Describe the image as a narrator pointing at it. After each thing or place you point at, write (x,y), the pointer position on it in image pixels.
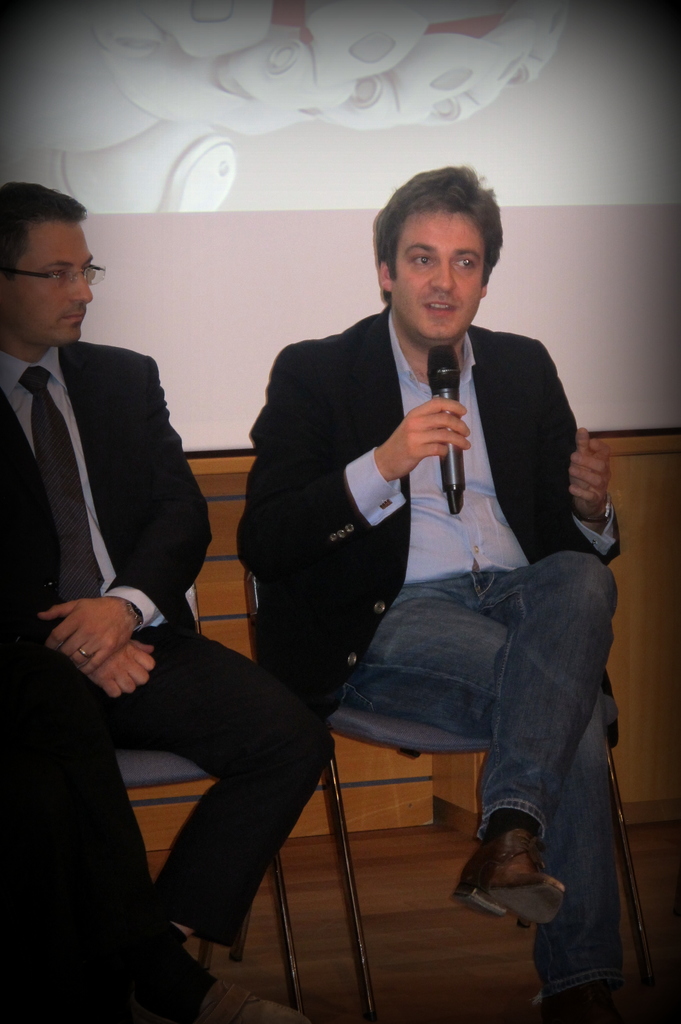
Here in this picture we can see two men (364,513) wearing black colored coats (315,500) on them and sitting on chairs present on the floor (293,850) and the person (515,480) on the right side (515,480) is speaking something in the microphone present in his hand (412,431) and behind them we can see a projector screen (255,272) with something projected on it.
